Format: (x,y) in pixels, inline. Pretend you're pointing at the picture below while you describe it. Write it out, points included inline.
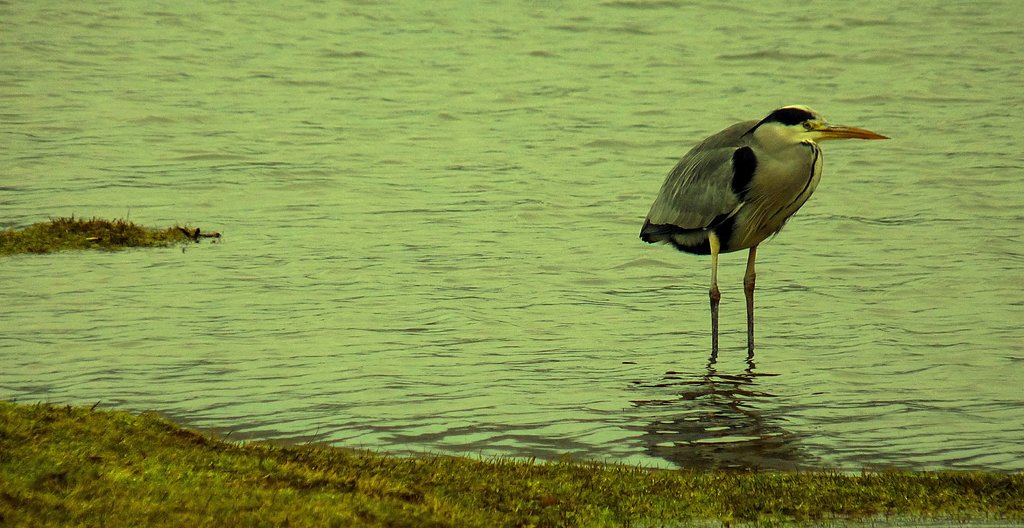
In this picture I can see there is a bird (782,198) standing on the right side (789,212) and it is standing in the water (374,247). There is some grass (135,490) on the floor (315,496).
